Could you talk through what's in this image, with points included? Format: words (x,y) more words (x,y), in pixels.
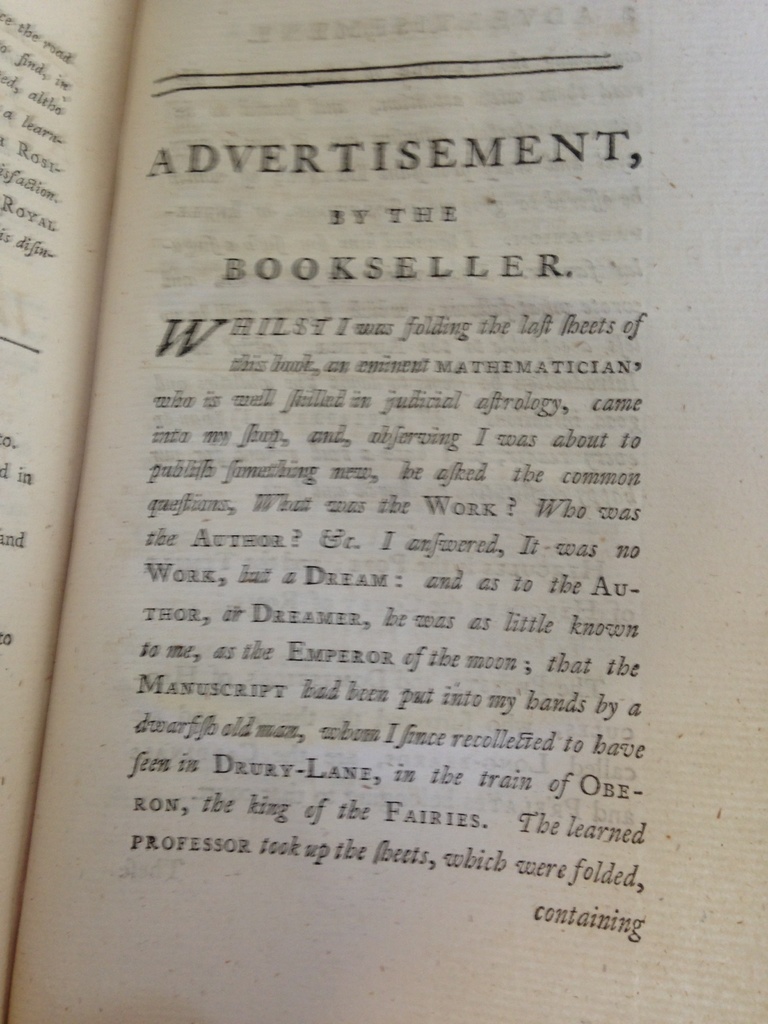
In this image we can see one open book (73,395) with text (480,366).
